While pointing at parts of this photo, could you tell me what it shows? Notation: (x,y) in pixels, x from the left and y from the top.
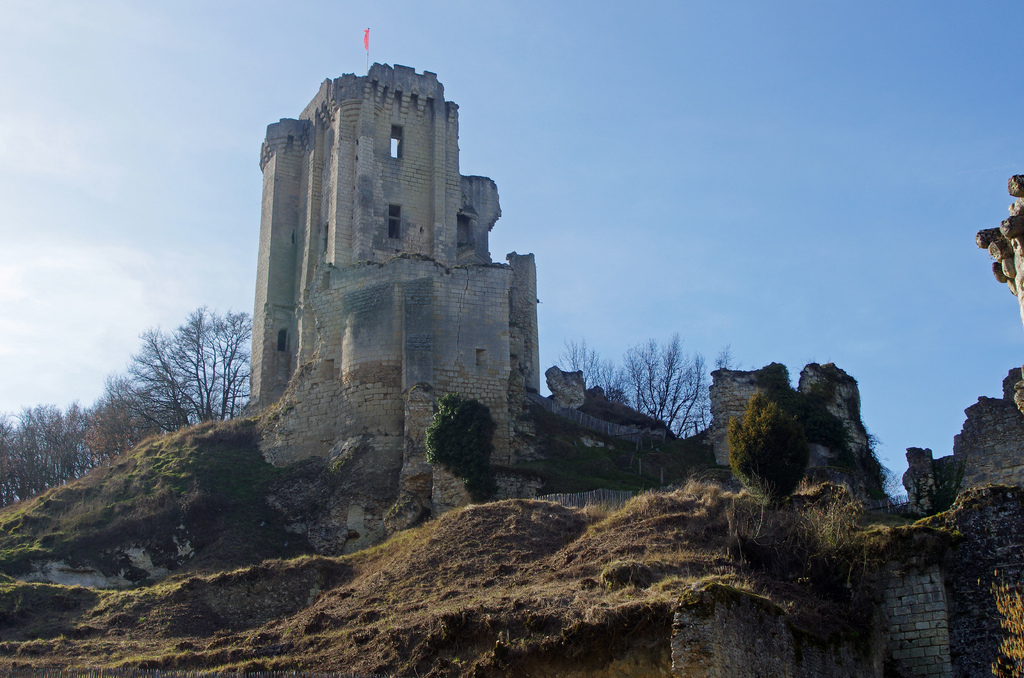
In this image, we can see some fort (454,257). Background (666,368) there are so many trees (134,404). Here we can see some plants (488,475), wall (910,664). Top of the image (601,109), there is a flag (365,38) with pole (368,65) and sky (686,140).
